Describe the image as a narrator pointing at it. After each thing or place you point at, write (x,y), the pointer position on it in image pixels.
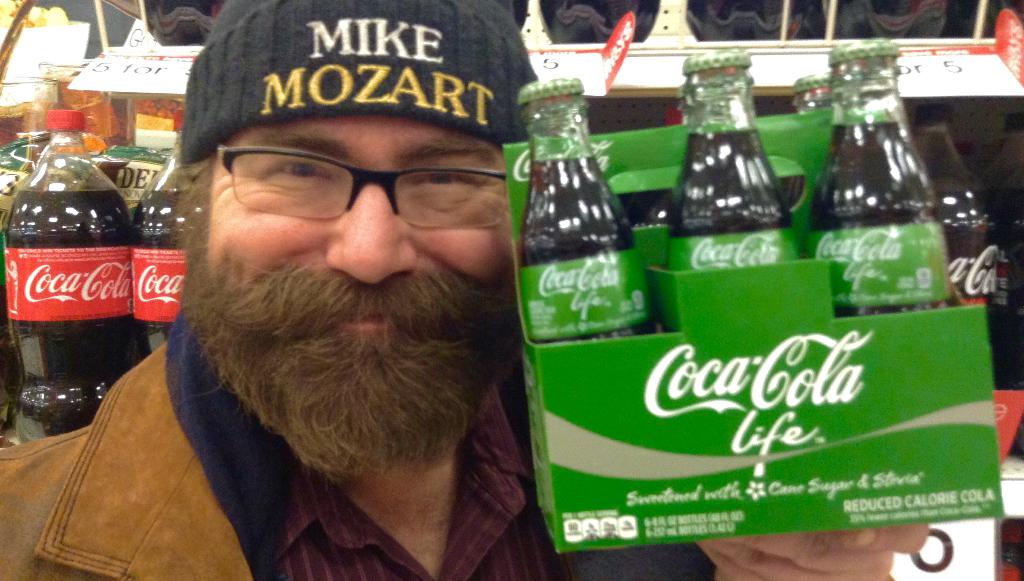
In this image I can see a man (415,465) wearing shirt (462,541) and black color cap (316,67) on his head (348,67) and also he's holding a box (855,402) of bottles (877,264) in his hand (854,541). In the background (75,267) also there are some bottles (92,262) are there in the rack (15,439).
